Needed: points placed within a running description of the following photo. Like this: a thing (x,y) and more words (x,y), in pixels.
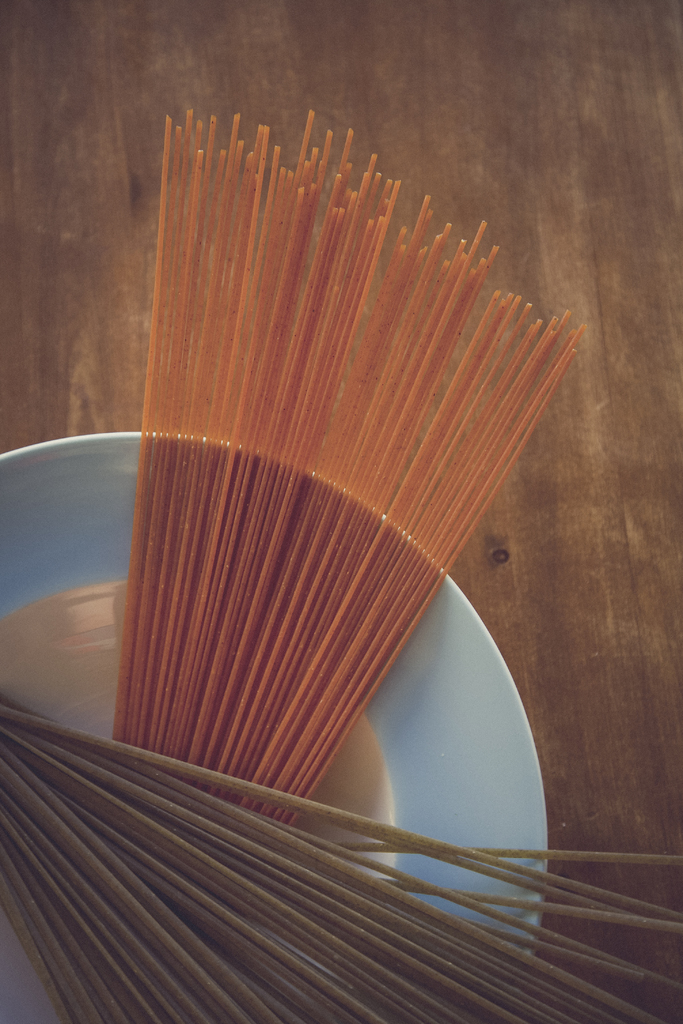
In this image, there is a plate (462,705) contains some sticks (152,809) with two different colors.
